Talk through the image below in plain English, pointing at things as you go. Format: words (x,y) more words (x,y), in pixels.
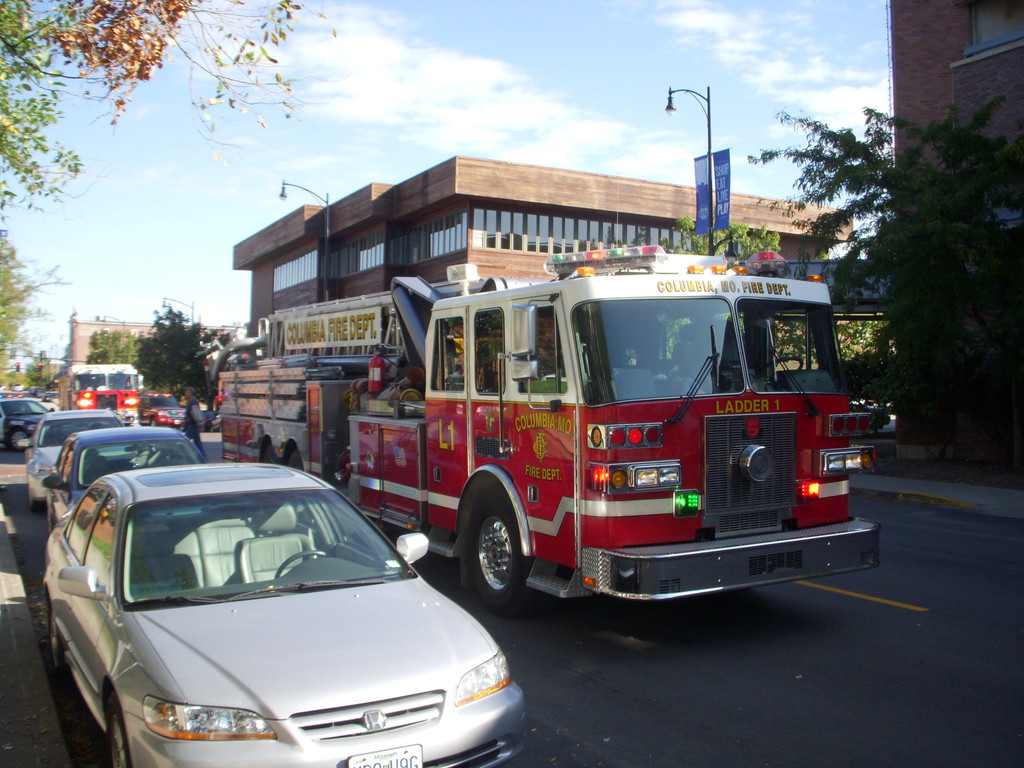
Here we can see vehicles (287,522) on the road (804,738). In the background (46,169) there are trees (856,330), poles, buildings (475,194), windows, small board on the pole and clouds (874,100) in the sky (19,219).
